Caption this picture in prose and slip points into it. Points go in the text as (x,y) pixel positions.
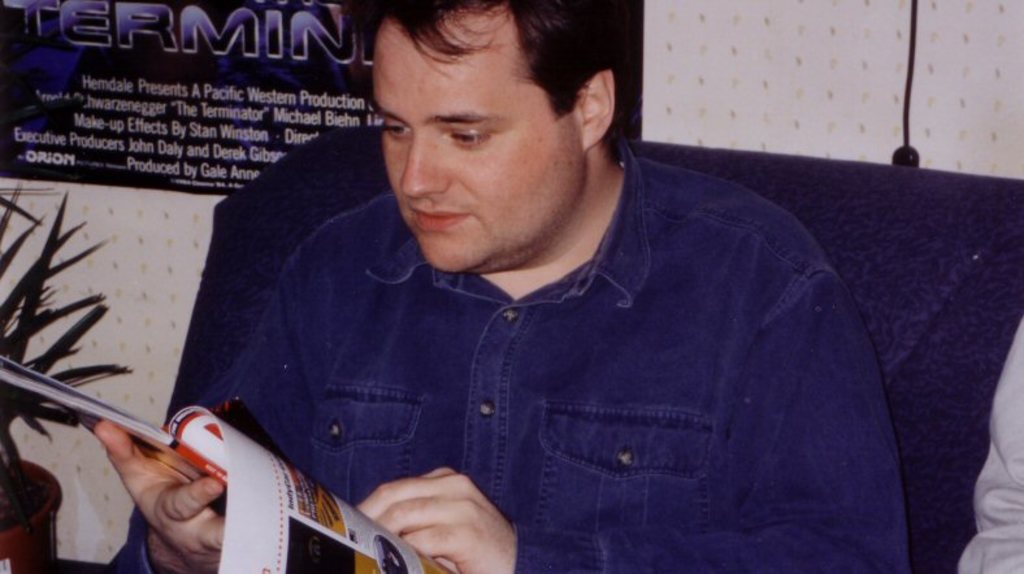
In this image we can see a man (444,421) holding the book (158,436) and sitting. In the background (253,57) we can see the poster (184,53) with the text (161,30). We can also see the plant (50,473), wire (908,66), wall (777,111) and also some person (1005,488) on the right (1006,545).
